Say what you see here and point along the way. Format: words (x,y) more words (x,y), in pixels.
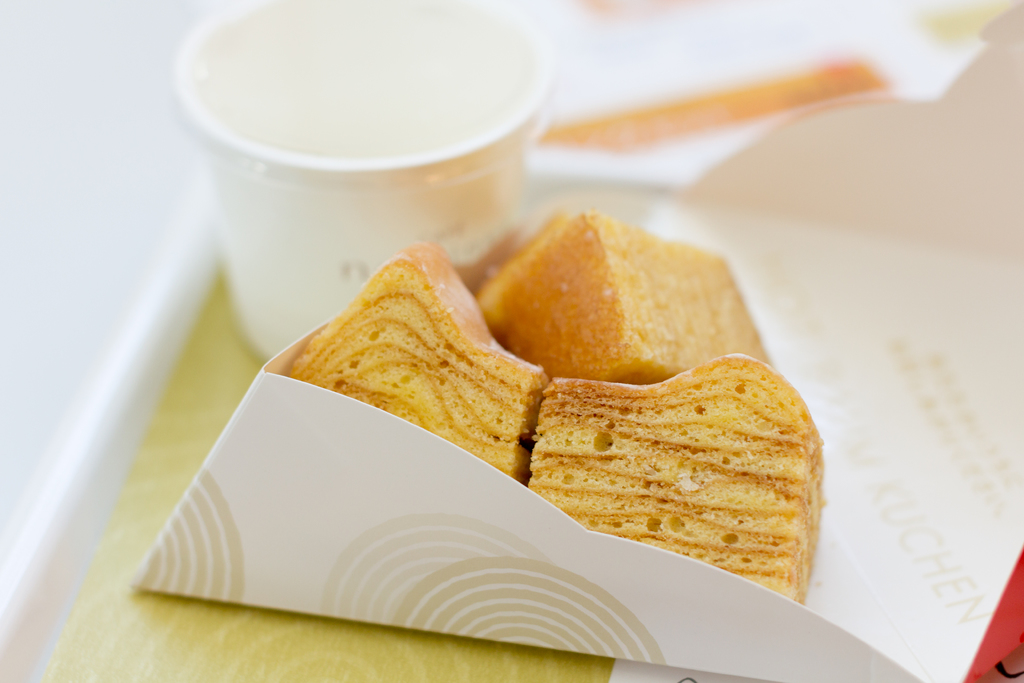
In this image I can see the white colored background (85,290), the white colored paper (456,518) and a white colored cup (338,169). I can see the food item (493,373) which is cream and brown in color and the blurry background (732,19).
